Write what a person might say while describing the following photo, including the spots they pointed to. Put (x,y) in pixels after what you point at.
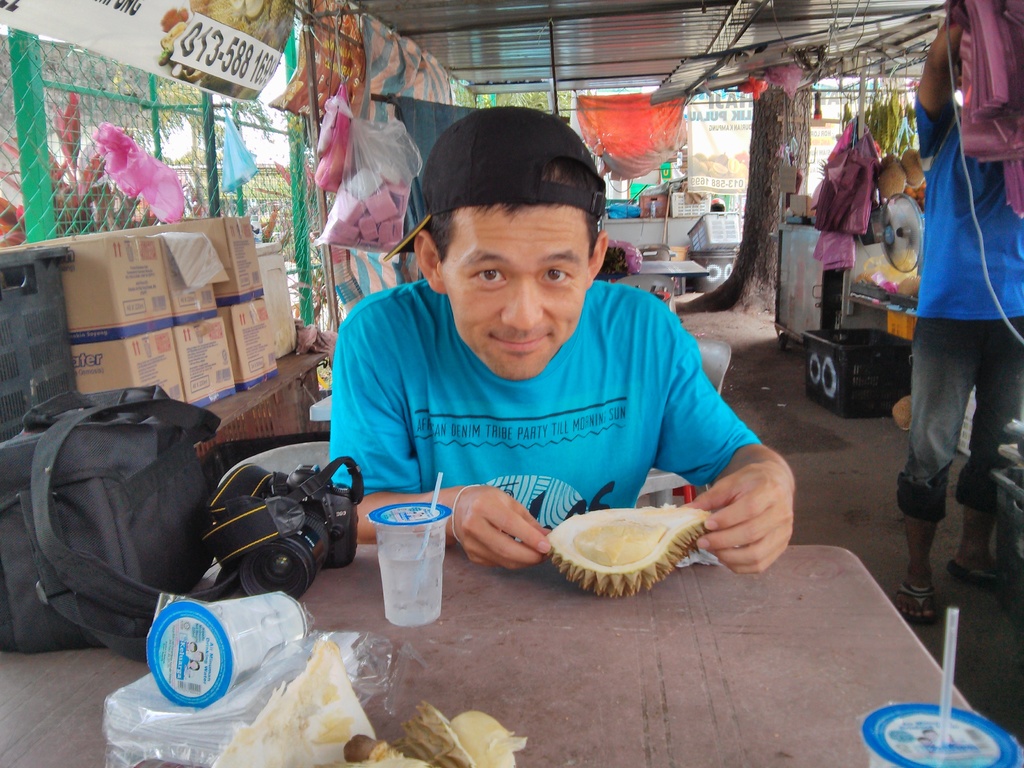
In this image there is a table (685,646), on that table (851,741) there are glasses (390,564), papers (241,704), camera (264,560), bag (153,551) and some items (342,741), behind the table (468,619) there is a man (488,500) sitting on chair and holding a food item (685,549) in his hands (512,554), in the background (914,420) there is a man (945,387) standing and there is a fencing (166,136) at the top (645,36) is a roof (773,43) and there a tree trunk (766,178).
